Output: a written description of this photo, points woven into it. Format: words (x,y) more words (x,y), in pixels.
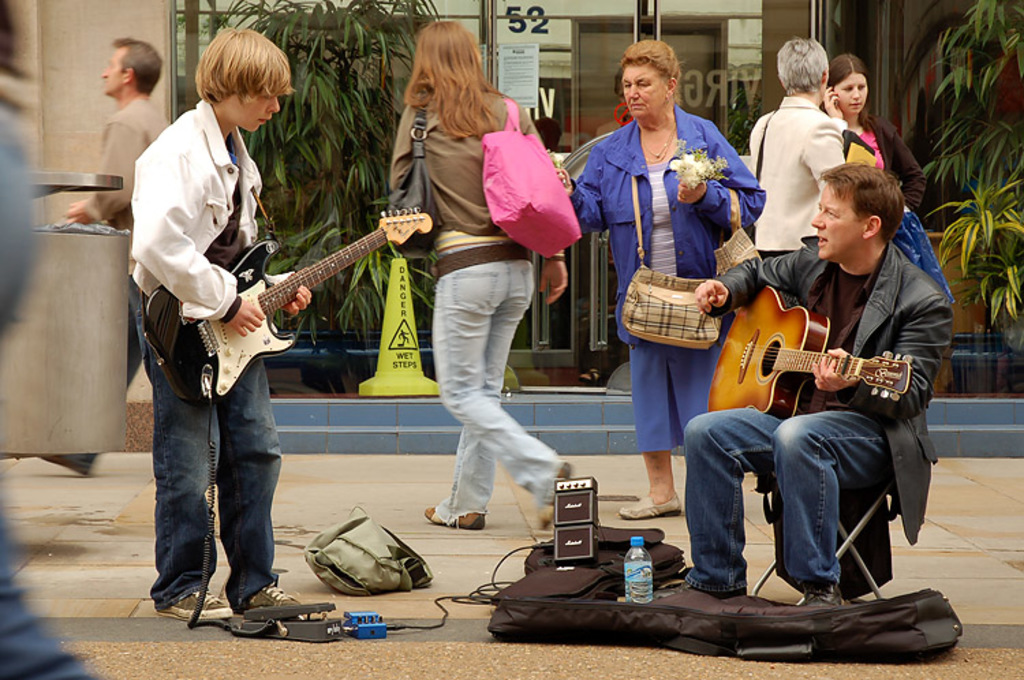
Here is a person (849,460) sitting and playing guitar (797,363) and another person (230,149) standing and playing guitar (208,361). These are the guitar bags (652,628), water bottle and some instruments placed on the floor (557,660). There are group of people (672,175) standing and walking. This looks like a glass door (738,34) of building (519,36). These are the small trees (341,74).
